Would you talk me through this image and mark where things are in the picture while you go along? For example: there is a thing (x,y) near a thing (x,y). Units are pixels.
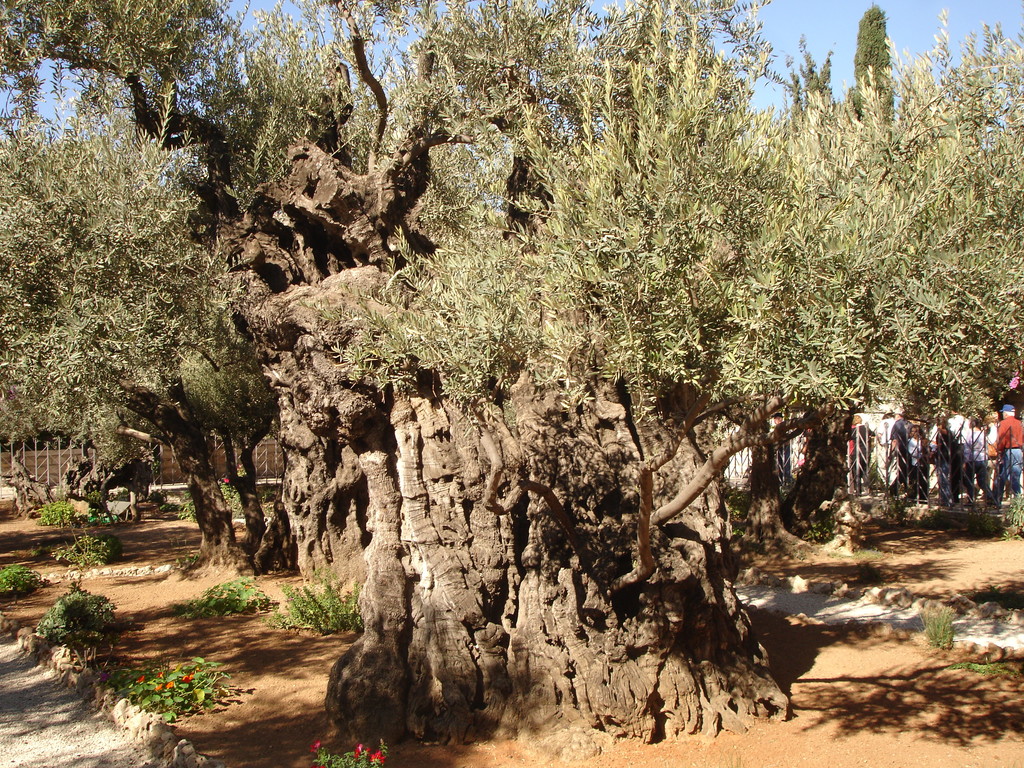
In this image, we can see trees (580,406), plants (862,557), ground (841,767), flowers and walkways (107,758). On the right side of the image (854,470), we can see few people (1013,455). Here we can see few rods (786,440). Top of the image (833,21), we can see the sky (822,38).
